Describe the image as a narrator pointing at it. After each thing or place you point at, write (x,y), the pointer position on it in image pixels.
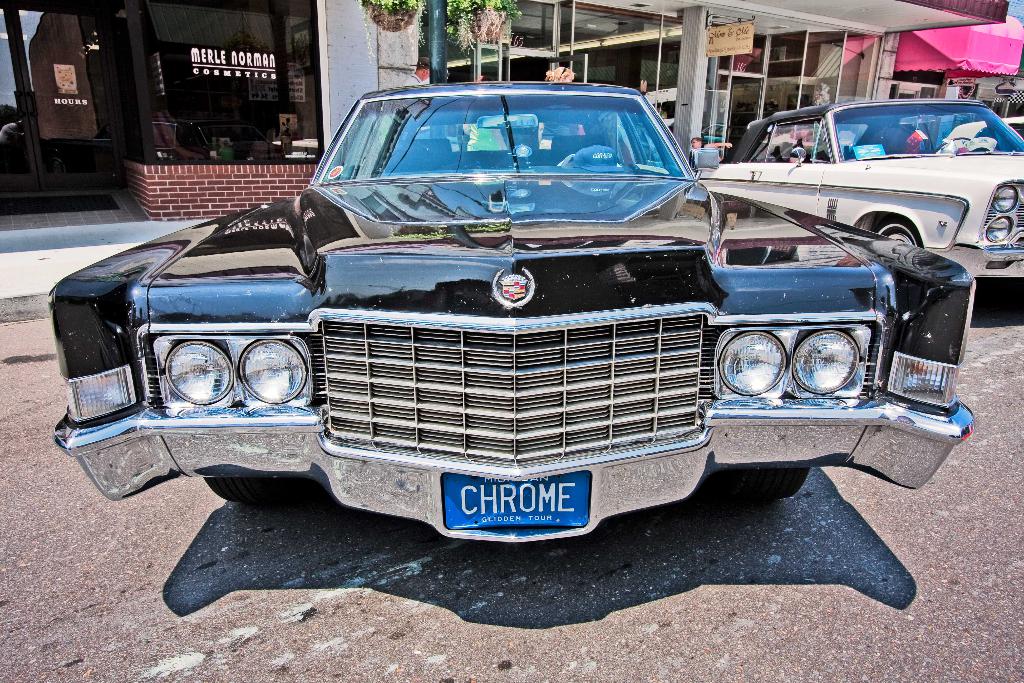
In this image in the front (762,230) there are vehicles (917,225). In the background (743,93) there are buildings (193,37) and there are plants (472,18) and there are persons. On the right side (978,54) there is an awning (965,56) which is pink in colour and there are boards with some text (729,29) written on it.
